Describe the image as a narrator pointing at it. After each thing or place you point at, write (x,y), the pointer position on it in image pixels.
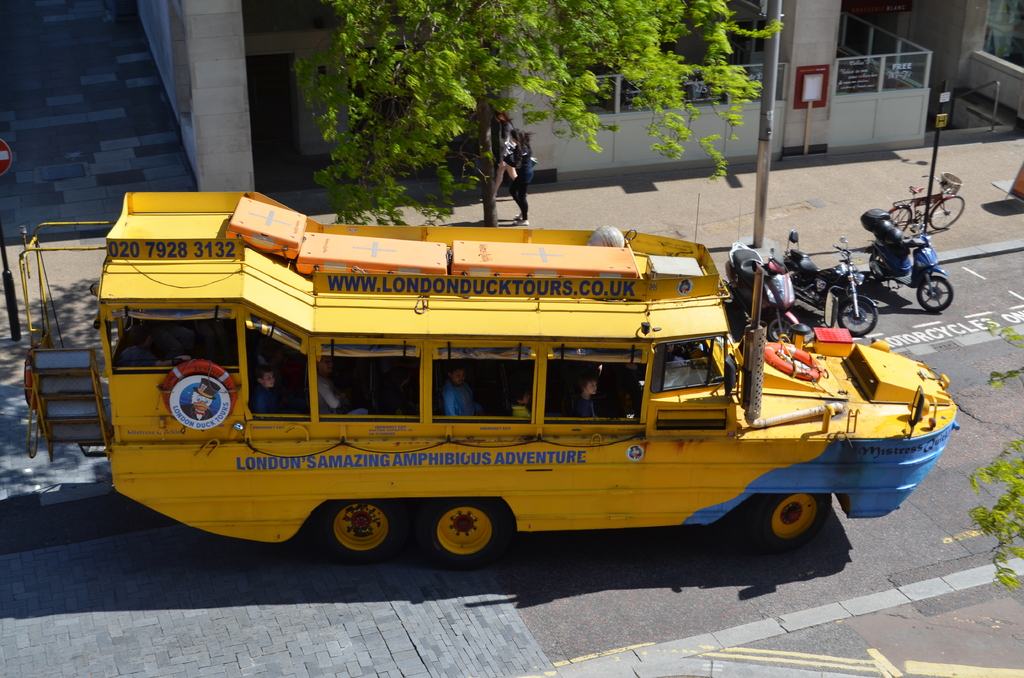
In the foreground of this picture (348,470), there is a vehicle (462,480) moving on the road (685,543). In the background (776,59), we can see vehicles (879,216) parked, poles (773,71), building (717,116), a tree (351,117), and a sign board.
